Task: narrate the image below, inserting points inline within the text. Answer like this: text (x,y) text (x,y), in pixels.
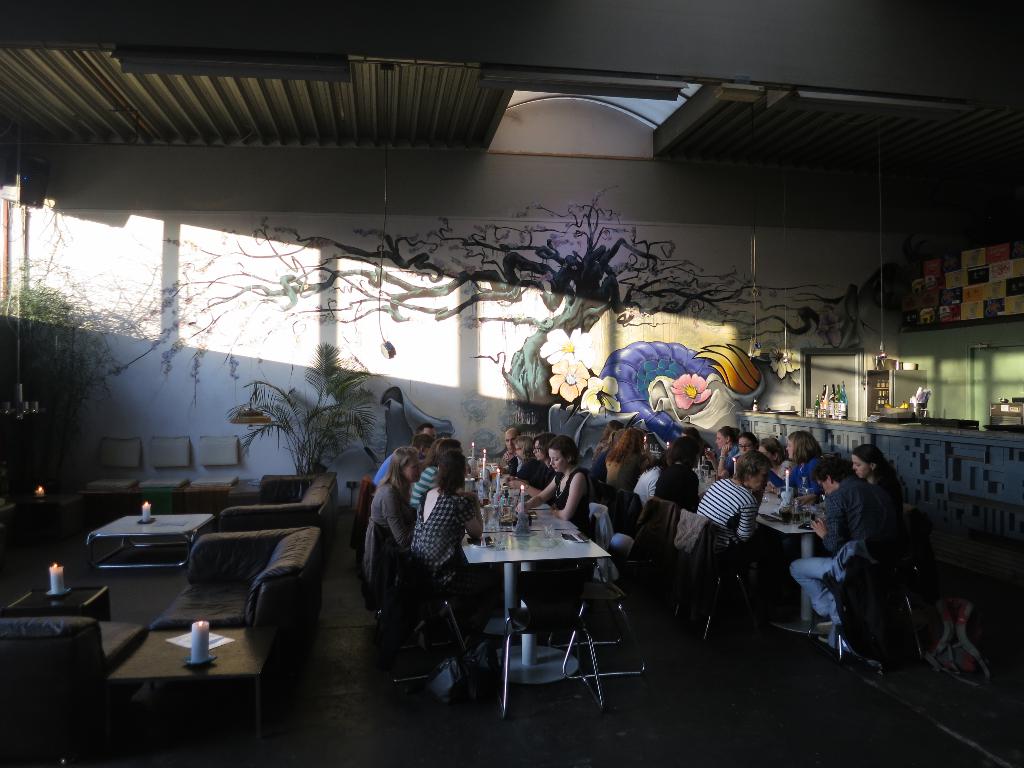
In this image, group of people (448,450) are sat on the chairs (508,660). In-front of them, there is a tables (805,538). so many items (520,515) are placed on it. On left side (272,557), we can see some couches (55,624), table (67,597), lamp (62,585), paper (171,638). And here painting (456,317) wall (500,325). Dark roof (617,56) we can see. On right side (841,390), There are few bottles (836,404) are placed.
